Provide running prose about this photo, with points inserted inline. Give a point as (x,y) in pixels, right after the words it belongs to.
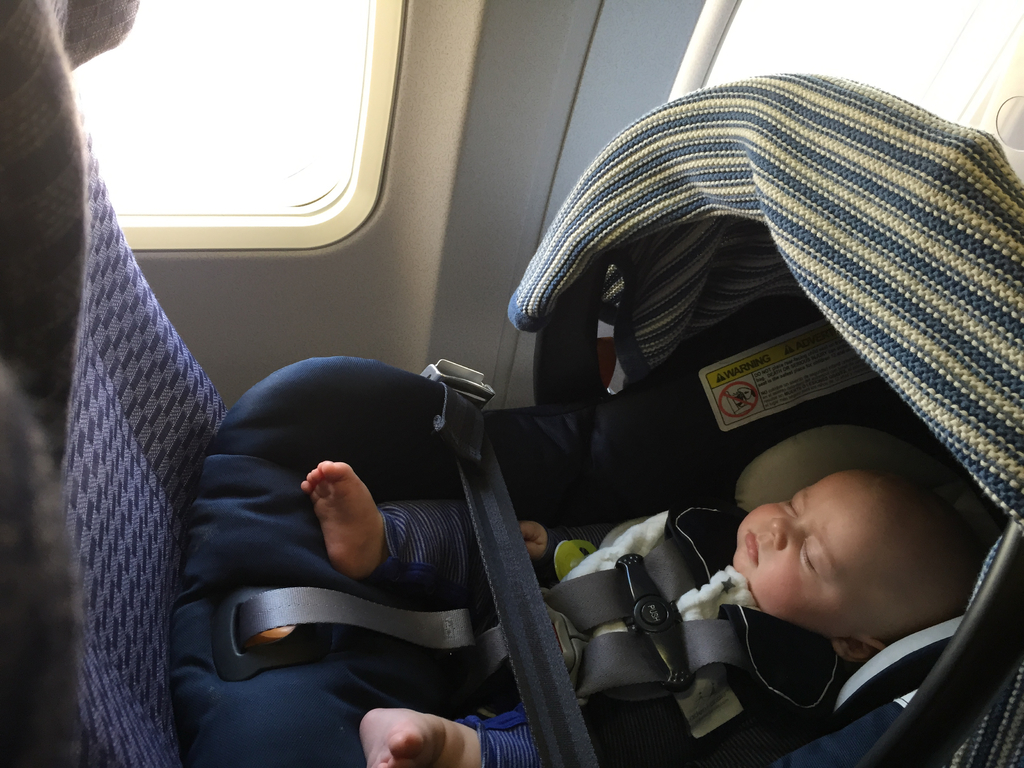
In this picture we can observe a car seat (419,467) in which a baby (392,739) was placed. The car seat (284,470) is in blue color and the baby (783,571) was sleeping in the car seat (558,609). We can observe a window (224,125) in the background (222,130).
